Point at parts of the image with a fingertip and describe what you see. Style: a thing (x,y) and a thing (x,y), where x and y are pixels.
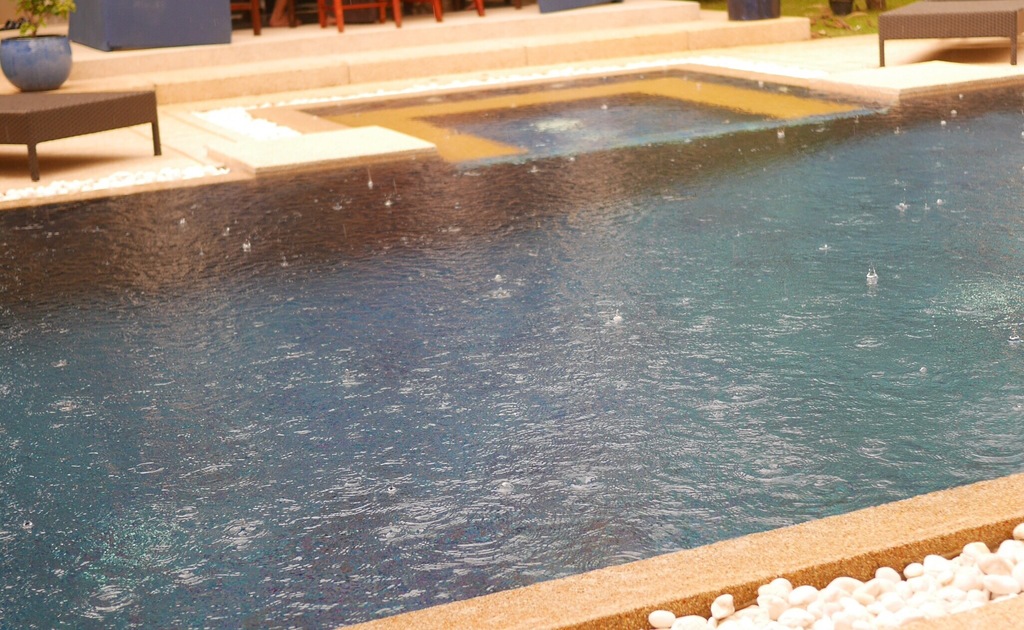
In the center of the image (455,392) we can see a swimming pool (824,375). In the background (24,107) there are tables (16,95) and we can see flower pot (46,63). At the bottom (817,594) there are stones (860,601).
